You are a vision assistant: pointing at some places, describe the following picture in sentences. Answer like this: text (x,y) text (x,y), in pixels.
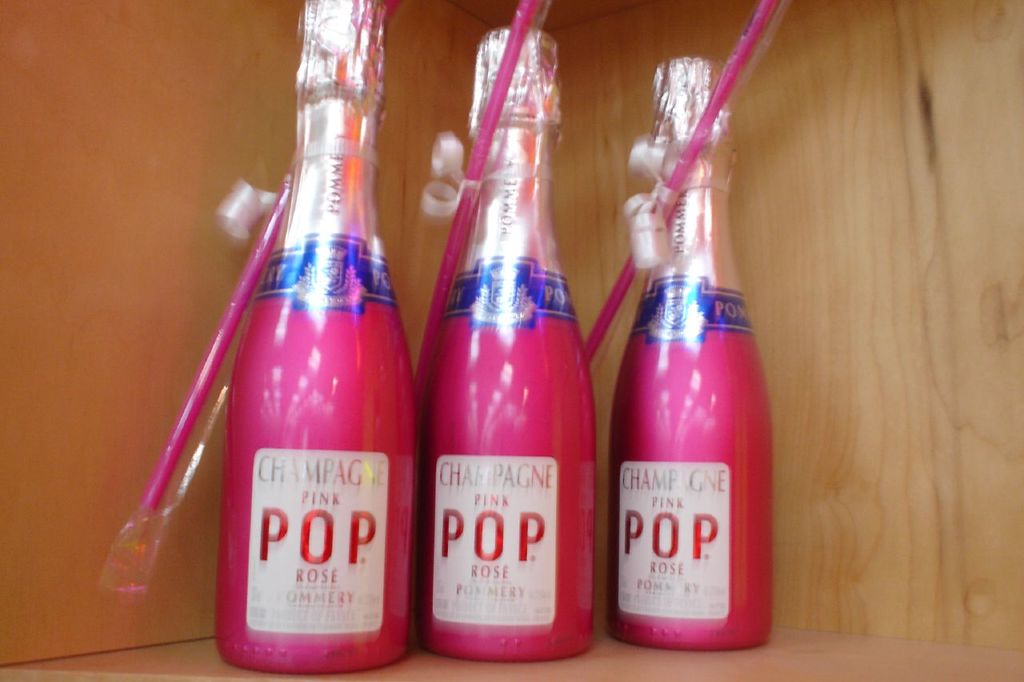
In this picture, there are three bottles (409,530) in the desk (563,252). All the bottles (552,353) are in pink in color and there were attached with the straws (258,263).
